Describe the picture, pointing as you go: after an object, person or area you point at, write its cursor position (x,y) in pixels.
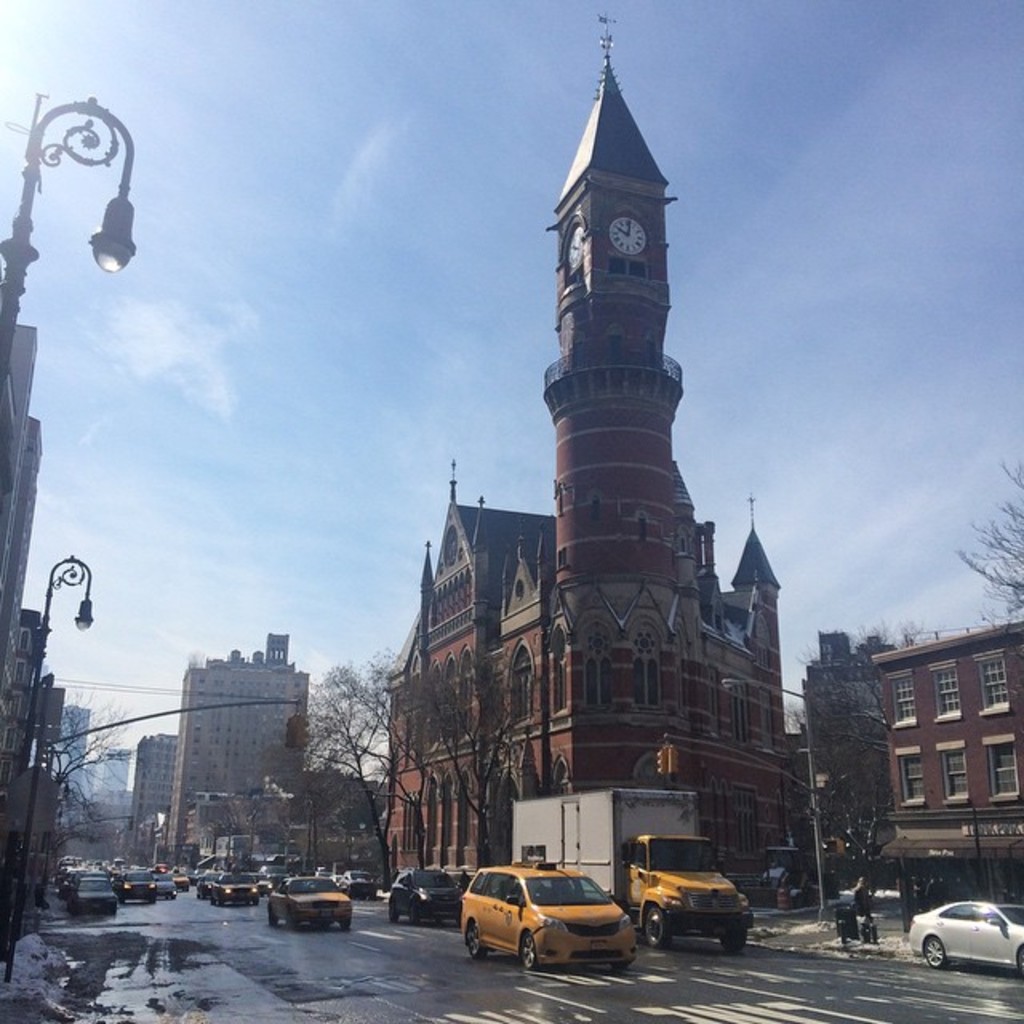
This is an outside view. At the bottom (89,890) there are many cars (311,880) on the road (295,1002). On the left side (30,818) there are two light poles (21,862). On both sides of the road (565,981) I can see the trees (314,736) and buildings (679,596). At the top of the image (840,219) I can see the sky (834,363).
